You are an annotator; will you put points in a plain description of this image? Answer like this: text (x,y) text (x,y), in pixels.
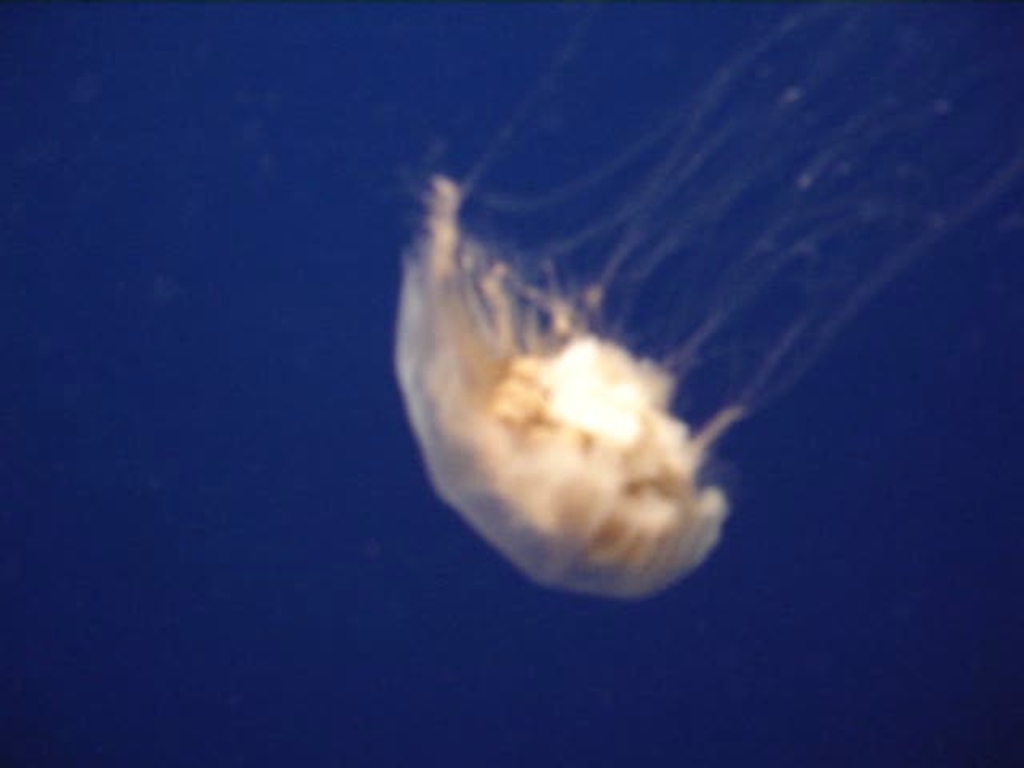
In this image we can see a jellyfish (675,463). There is a clear and blue water (386,414) in the image.
